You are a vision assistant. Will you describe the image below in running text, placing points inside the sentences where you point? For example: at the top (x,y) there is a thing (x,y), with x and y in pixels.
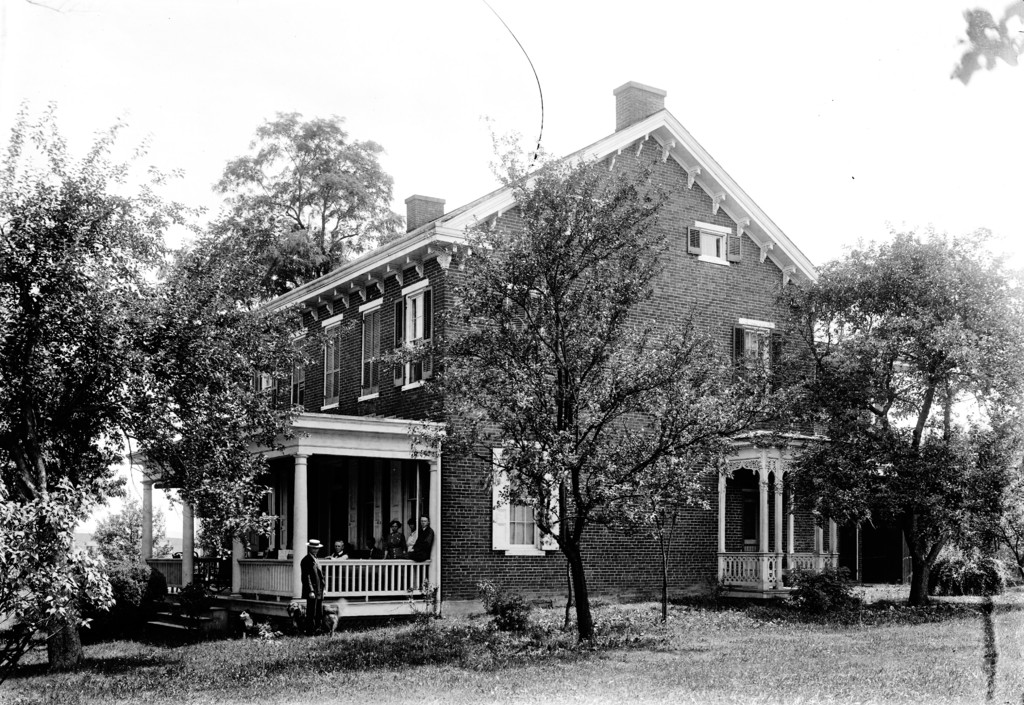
This is a black and white picture. In the center of the picture (378,272) there are trees (127,546), plants (813,580), leaves (517,623) and building (491,440). In the building (285,575) there are people (312,574) and windows (509,519), it is sunny. In the foreground (545,671) there is grass (634,671).
